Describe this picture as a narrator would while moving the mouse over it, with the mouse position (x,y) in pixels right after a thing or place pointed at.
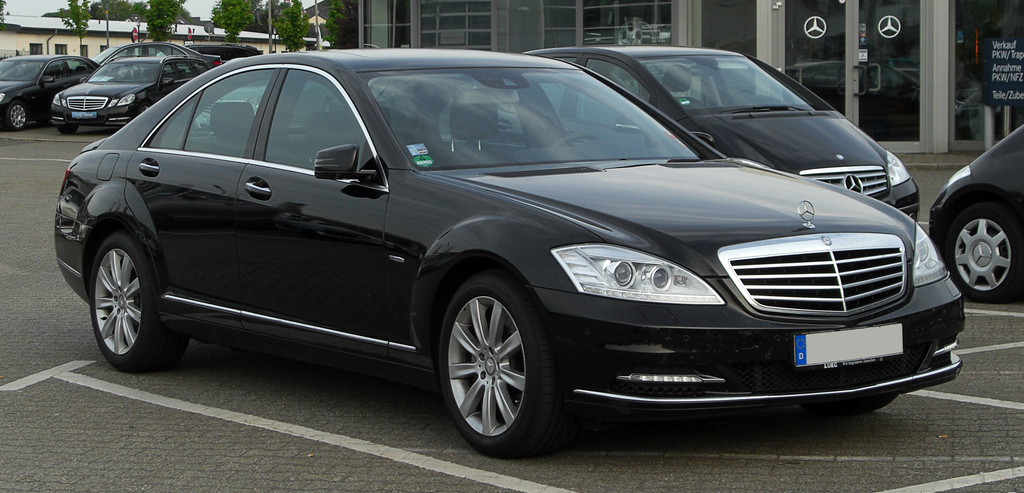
In this image, I can see the black cars (615,246) on the road (391,426). This is a building (651,38) with glass doors (813,42). I can see the logo (896,34) of Mercedes Benz on the glass door (892,34). This looks like a board (1013,76). These are the trees (241,25). I can see a small house (31,40) with windows (58,44).
